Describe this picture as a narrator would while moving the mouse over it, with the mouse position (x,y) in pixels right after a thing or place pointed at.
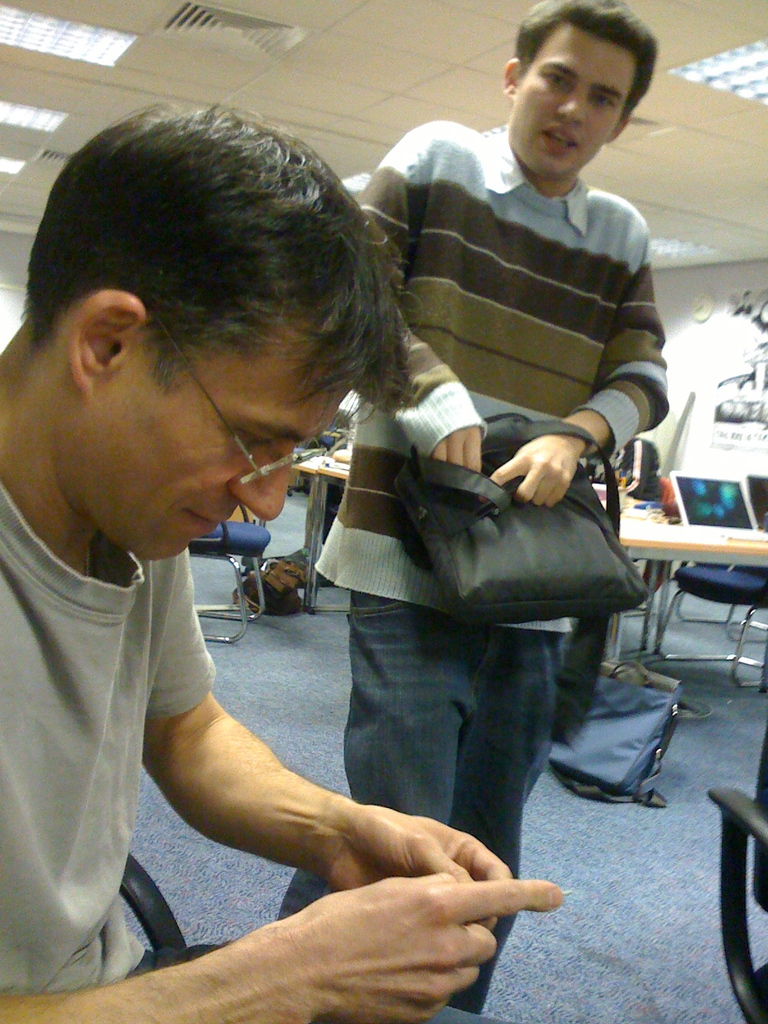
In this image in front there are two persons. Behind them there are tables (654,538), chairs (694,655), laptops (763,508) and bags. In the background of the image (710,331) there is a wall (722,278) with the wall clock (712,309) on it. At the top of the image (45,113) there are ceiling lights (11,113). At the bottom of the image (635,895) there is a mat (654,862).
